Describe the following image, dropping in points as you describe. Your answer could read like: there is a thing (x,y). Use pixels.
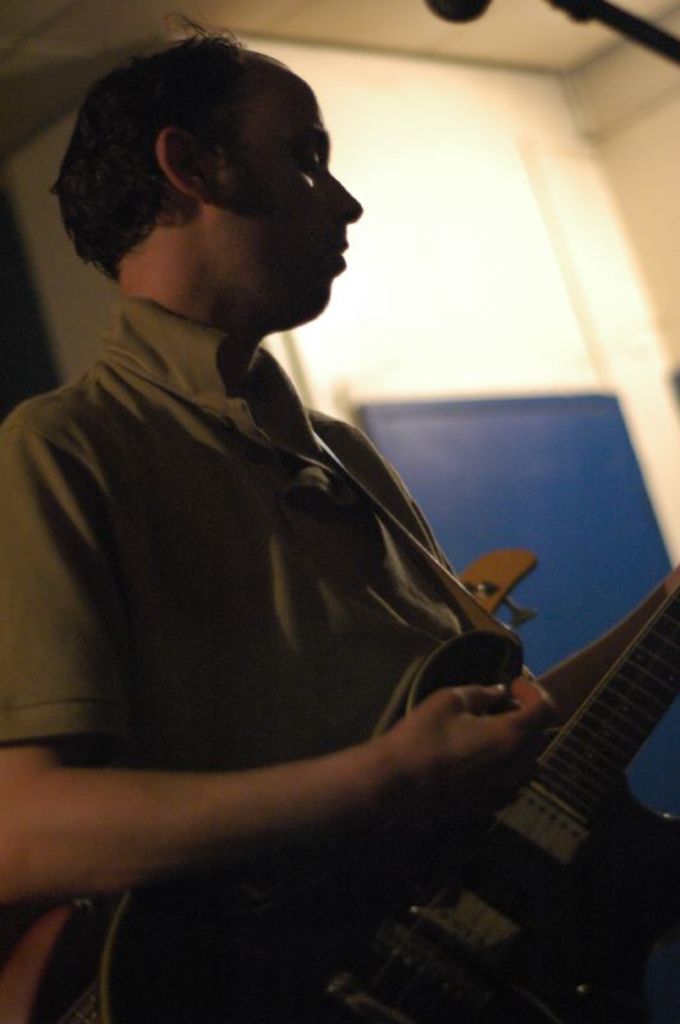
In the center (319,570) we can see one man (331,765) he is holding guitar (256,854). And back we can see wall (453,94) and board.
